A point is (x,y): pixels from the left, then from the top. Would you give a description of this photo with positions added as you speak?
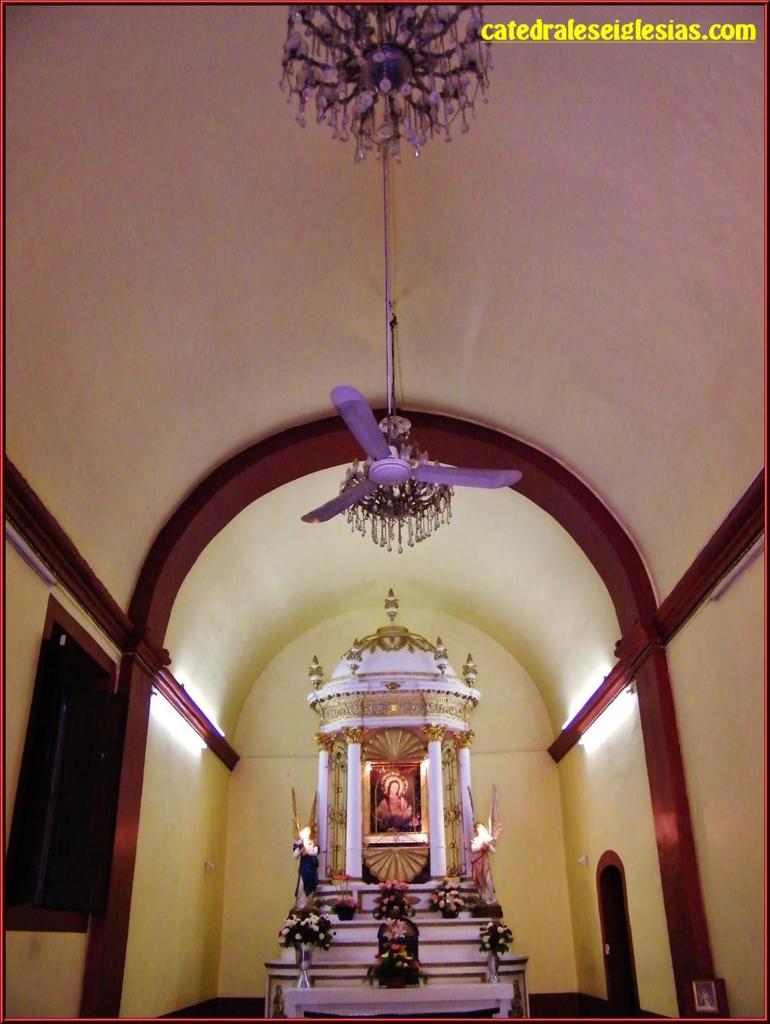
In this image there is a room (84,576) with curved roof (686,177) with chandelier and fan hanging on the roof (330,586), under that there is a pillars dome (430,881) with photo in it and flowers (337,912) in front of that.
